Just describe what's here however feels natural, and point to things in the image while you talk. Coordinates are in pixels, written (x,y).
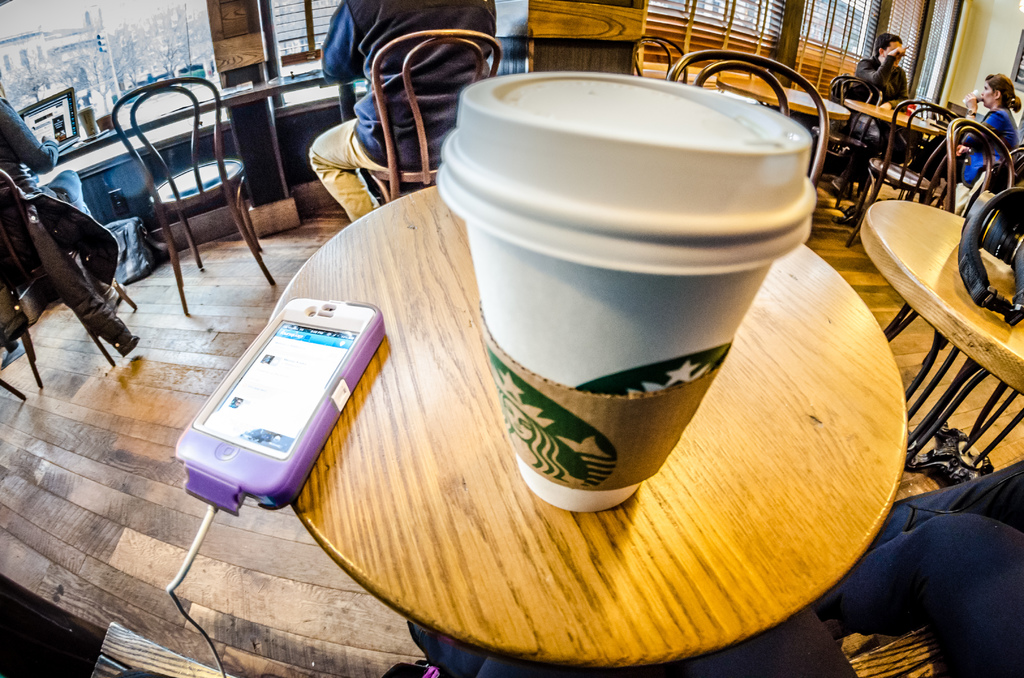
This picture shows a cup (487,199) and a mobile (285,485) on the table (788,494) and we see few people (1004,122) seated on the chairs (950,193).
